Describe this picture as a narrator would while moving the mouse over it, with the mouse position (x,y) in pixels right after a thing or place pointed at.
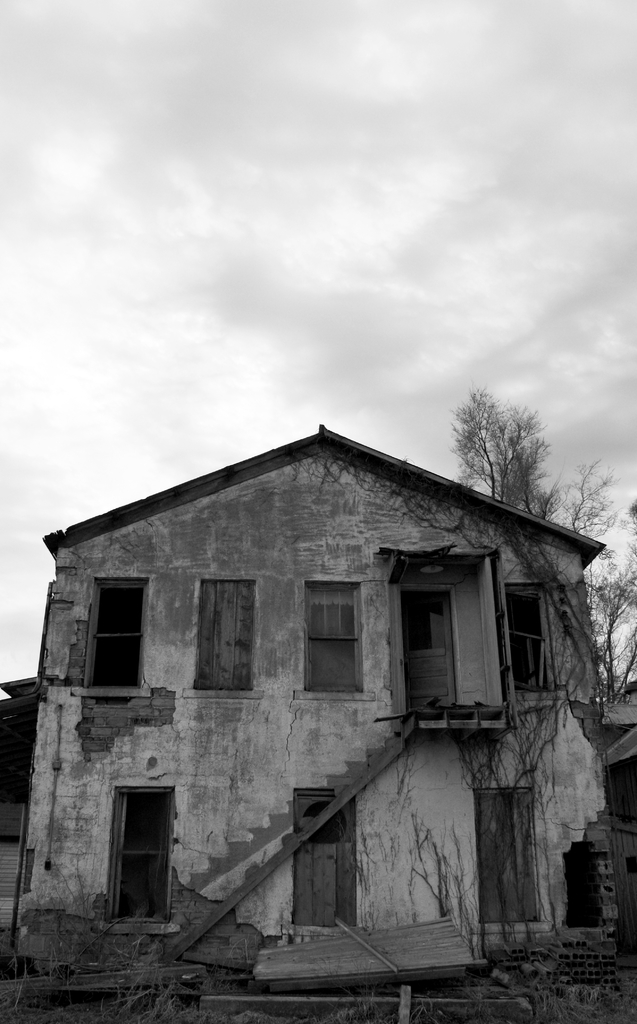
This is a black and white image. In this image there is a building (139,645) with windows (130,652), doors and steps (390,754). Also there are trees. In the background (379,214) there is sky (415,301) with clouds (338,97).
